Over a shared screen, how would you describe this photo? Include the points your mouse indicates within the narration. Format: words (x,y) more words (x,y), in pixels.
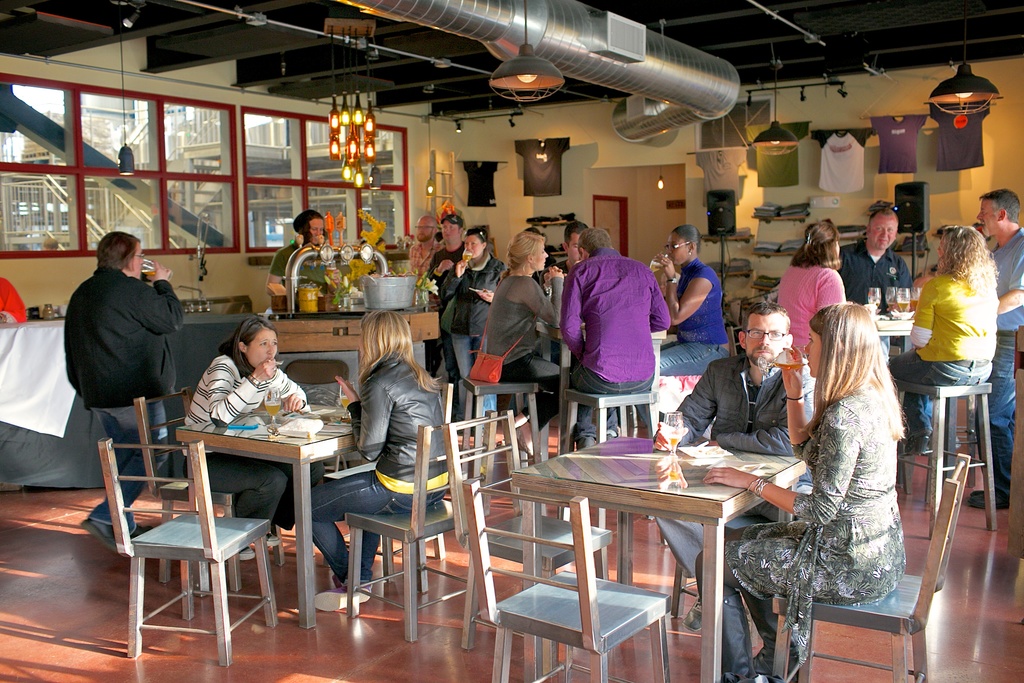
In this image we can see a group of people (436,495) are sitting on the chair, and in front (281,427) here is the table (284,455) and glass (276,409) and some objects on it, and here are the group of people (414,259) standing, and here is the light (537,86), and here is the wall (584,118).
